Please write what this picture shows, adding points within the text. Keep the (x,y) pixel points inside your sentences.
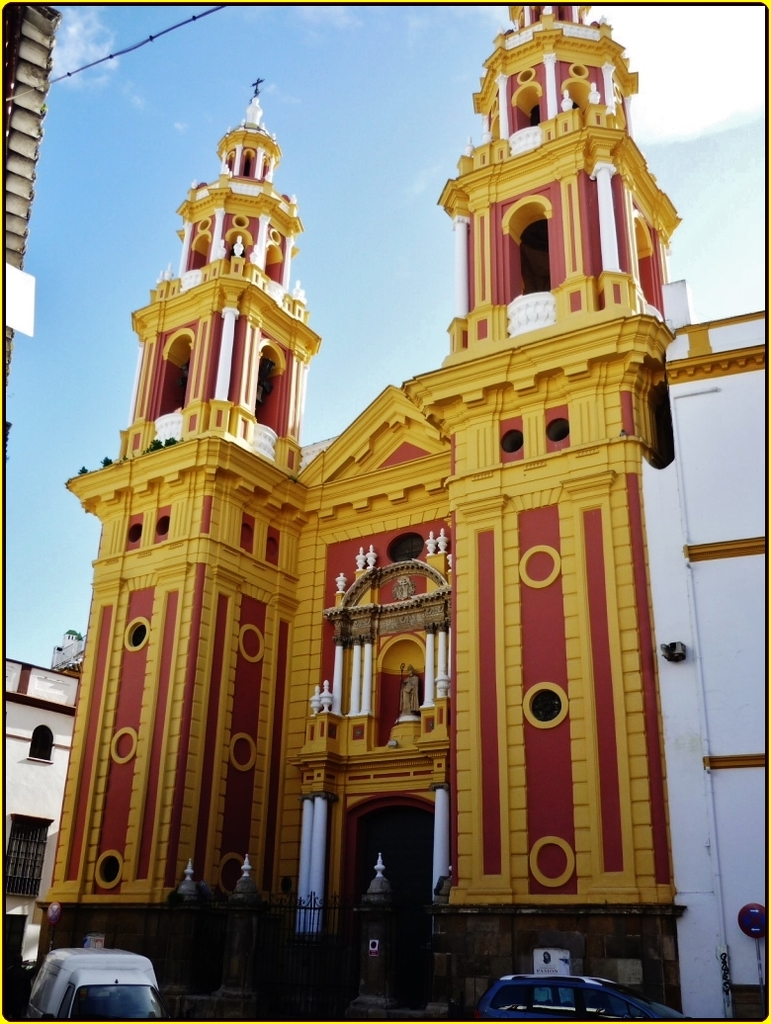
In this picture we can see the sky (414,146), building (549,184), sculpture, pillars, gate (303,961) and few objects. At the bottom portion of the picture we can see the partial part of the vehicles (577,989). On the left side (20,708) we can see a building (14,695), grille (10,888) and objects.
